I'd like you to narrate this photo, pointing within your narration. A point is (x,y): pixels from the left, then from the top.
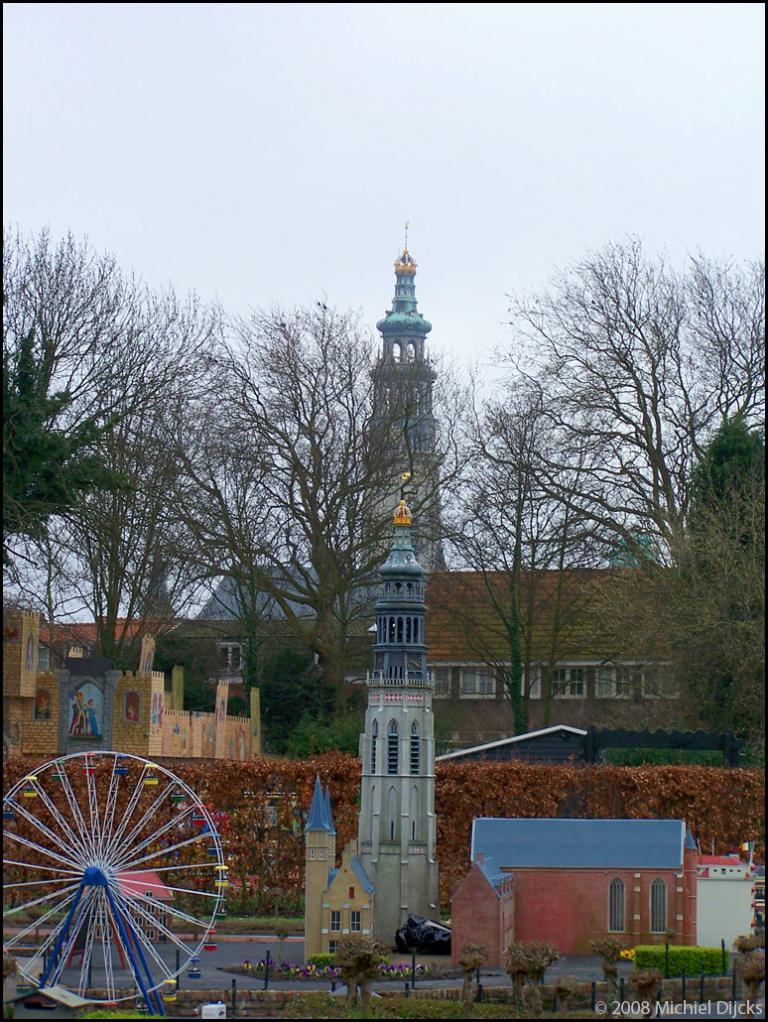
This image is taken outdoors. At the top of the image (304,163) there is a sky (447,125). At the bottom of the image (391,1014) there is a ground (443,1008) with grass (369,1011) and a few plants (514,990) on it. In the middle of the image (409,670) there is a giant wheel (116,861), a tower (394,907) and there is a building (233,672) with walls (113,695), windows (458,691), doors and roofs (359,600). There is a steeple (394,421) and there are a few plants (454,774) and trees (249,423).
